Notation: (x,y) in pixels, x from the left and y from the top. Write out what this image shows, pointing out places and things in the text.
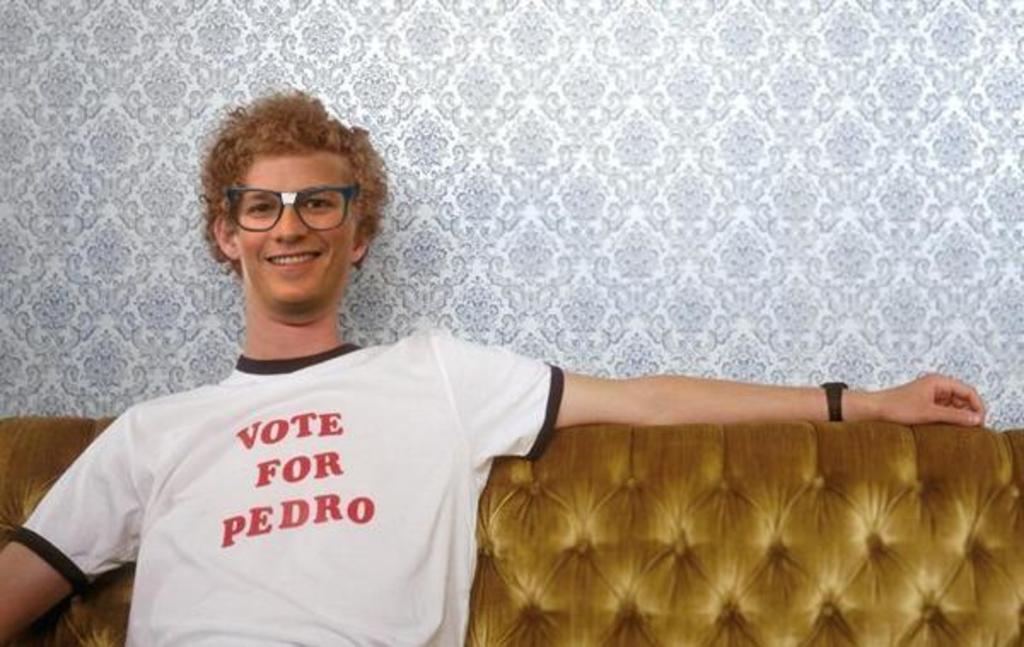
In this picture there is a person (324,535) with white t-shirt (424,397) is sitting on the sofa (924,559) and he is smiling. At the back (465,78) there is a floral design (428,63) on the wall (554,41).
